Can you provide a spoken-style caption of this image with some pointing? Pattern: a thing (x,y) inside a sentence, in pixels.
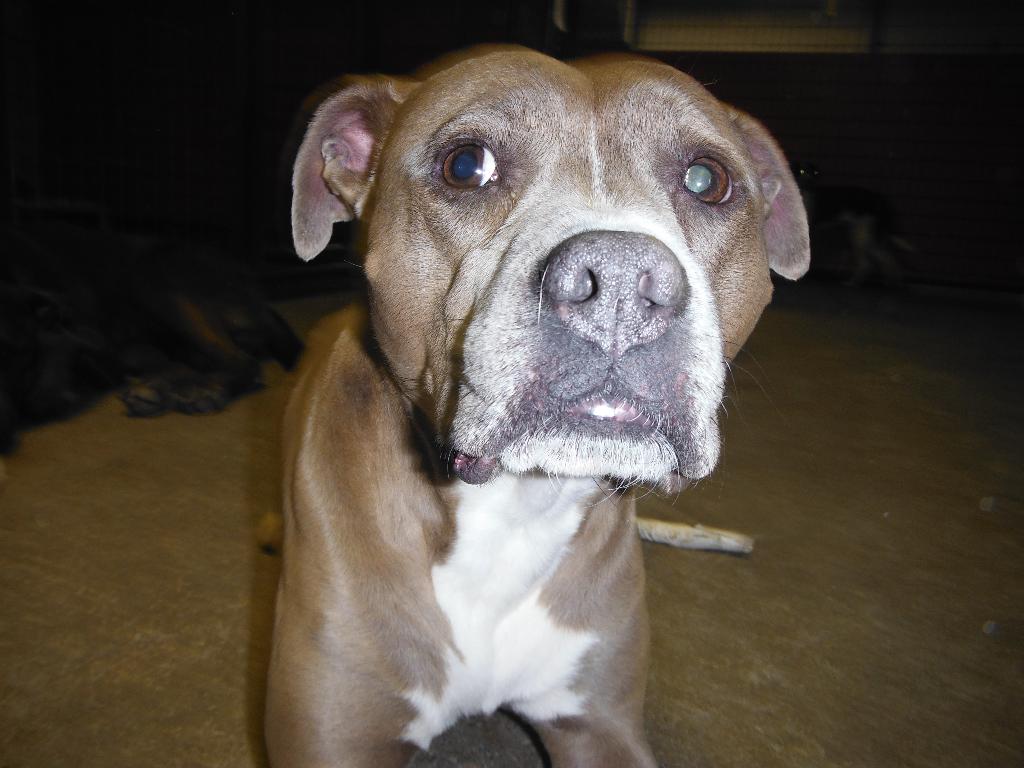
In this image we can see a dog (440,565). In the back (209,342) there is another dog (216,362). And it is dark in the background (949,172).
